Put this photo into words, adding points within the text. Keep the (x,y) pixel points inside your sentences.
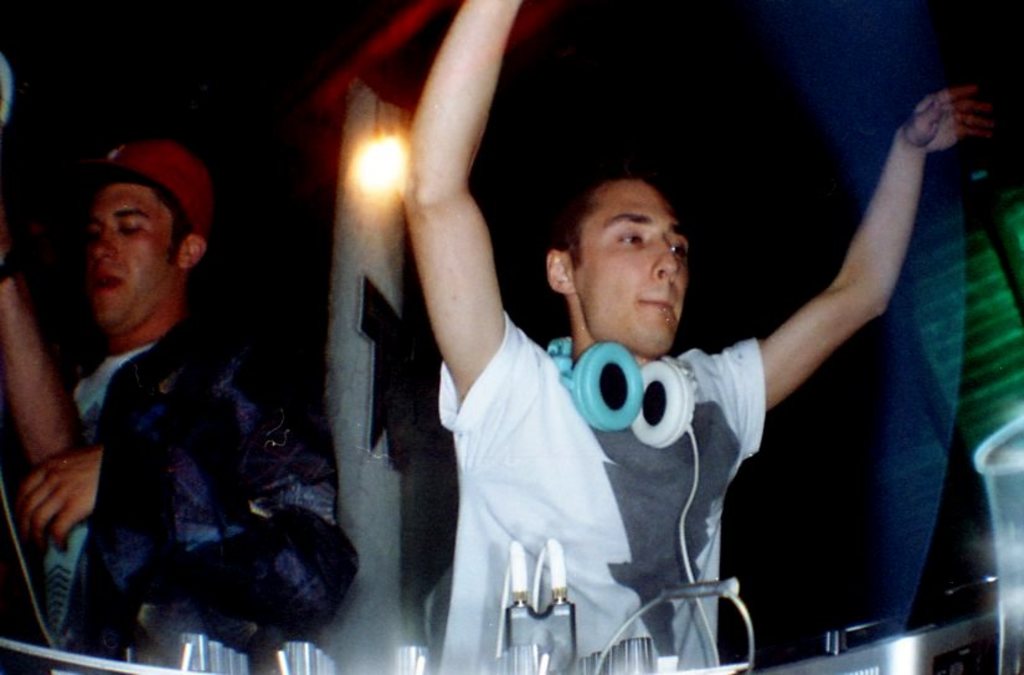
In this image there are people (587,232). At the bottom (696,668) there is a music rack system (716,670) and we can see a light (382,159).
